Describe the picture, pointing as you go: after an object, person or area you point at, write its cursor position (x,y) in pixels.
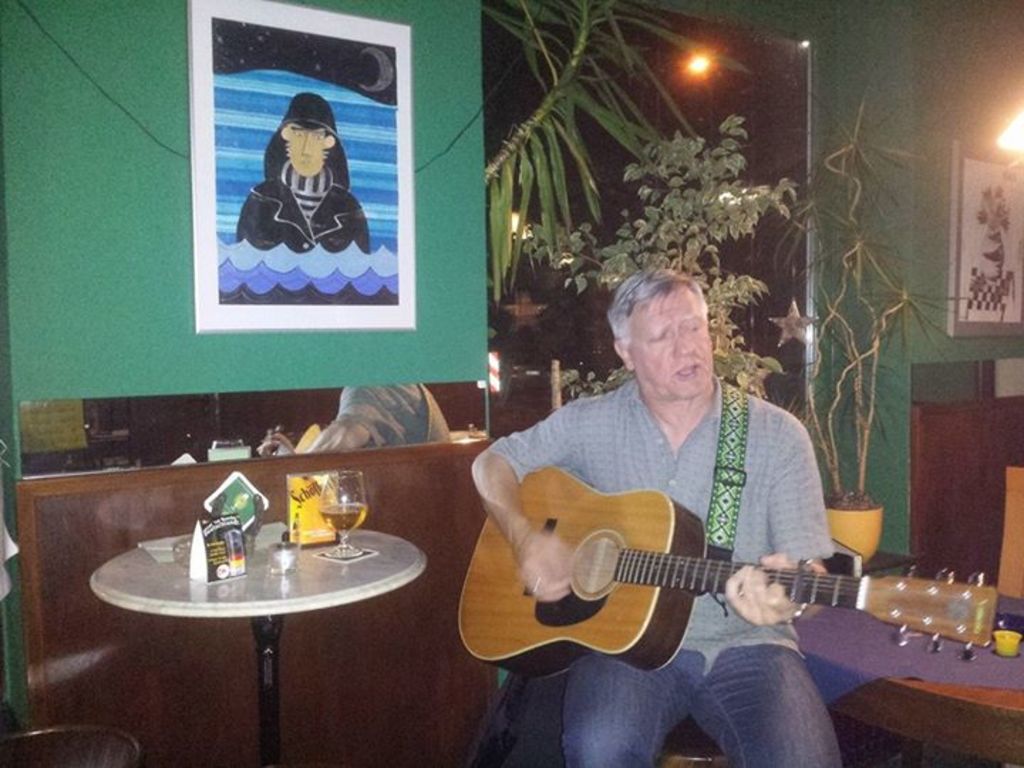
On the background (863,89) we can see a wall (111,129) painted with green colour and also a photo frames (967,202). These are plants (710,211) and lights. Here we can see one man (680,718) sitting on a chair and playing guitar (674,619). On the table (306,595) we can see glass of drink (332,527), boards (225,543).
